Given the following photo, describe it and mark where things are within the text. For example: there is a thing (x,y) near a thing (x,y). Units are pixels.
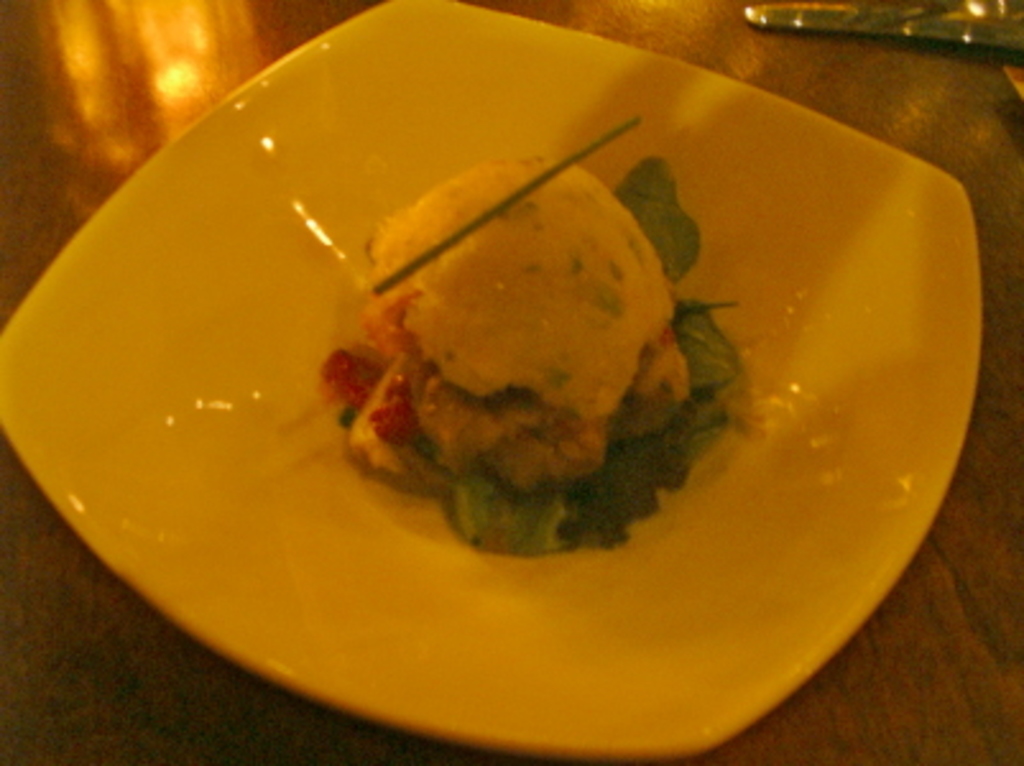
In the picture we can see some food item (477,232) which is in white color plate (651,109).
